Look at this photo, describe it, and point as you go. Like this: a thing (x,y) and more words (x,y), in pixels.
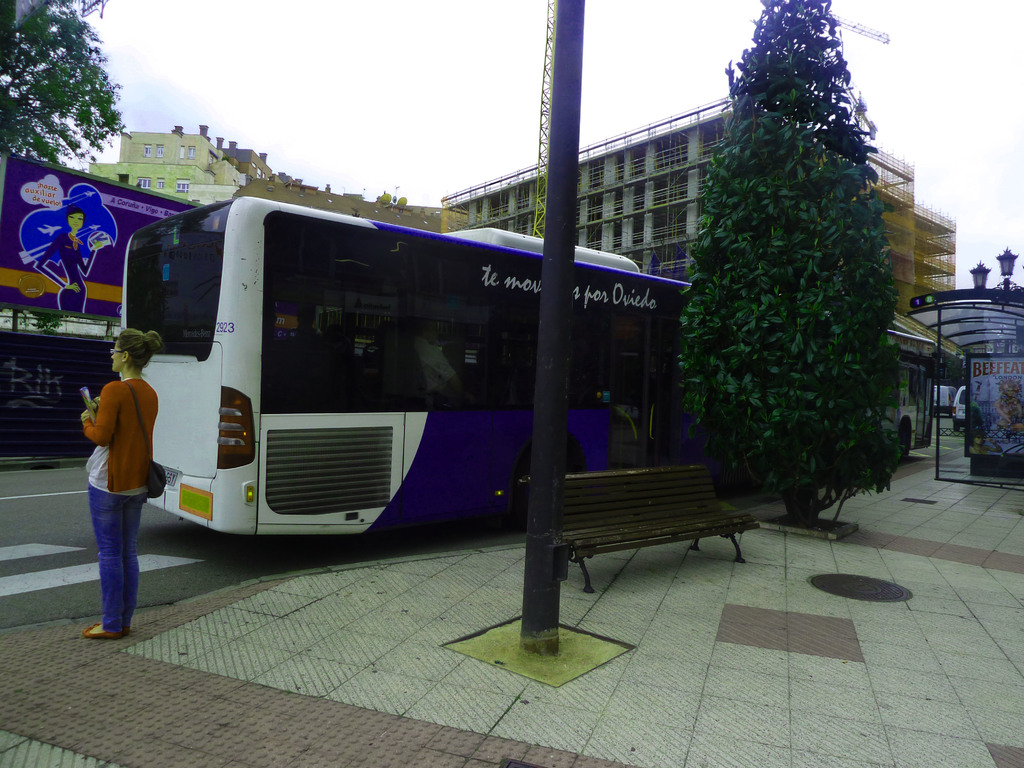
On the left side (130,534) a lady (106,510) is standing. On the sidewalk (214,644) there is a pole (543,404), tree (780,356), bench (644,497) and a shed (938,380). On the road (185,556) there is a bus (321,424). In the background (162,177) there are buildings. On the left side (68,76) there is a tree (52,78). Also there is a banner (85,251) on the left side (72,291).
